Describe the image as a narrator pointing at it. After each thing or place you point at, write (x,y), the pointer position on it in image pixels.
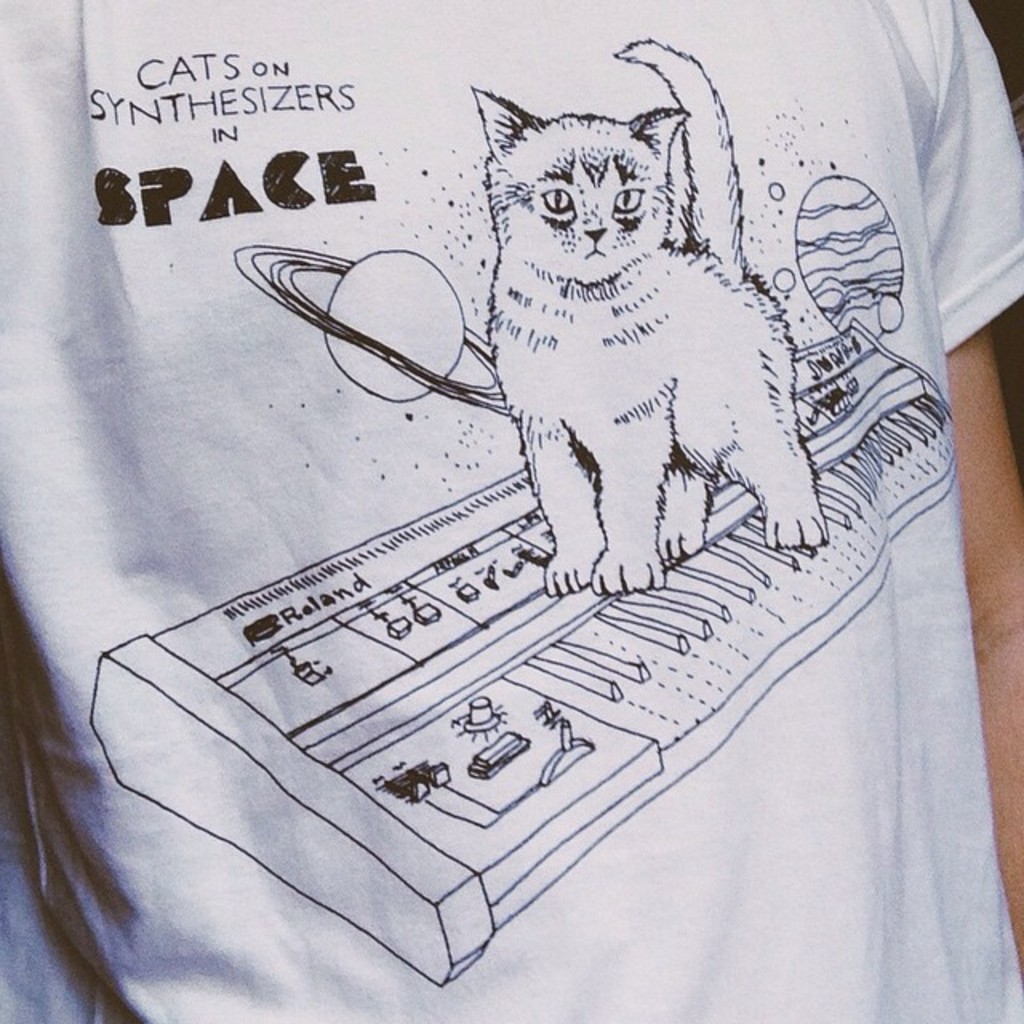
In this picture I can observe a T shirt (270,596) which is in white color. I can observe text (181,184) on the top left side (201,164). There is a cat (581,386) and piano (526,628) printed on the T shirt (488,400).
